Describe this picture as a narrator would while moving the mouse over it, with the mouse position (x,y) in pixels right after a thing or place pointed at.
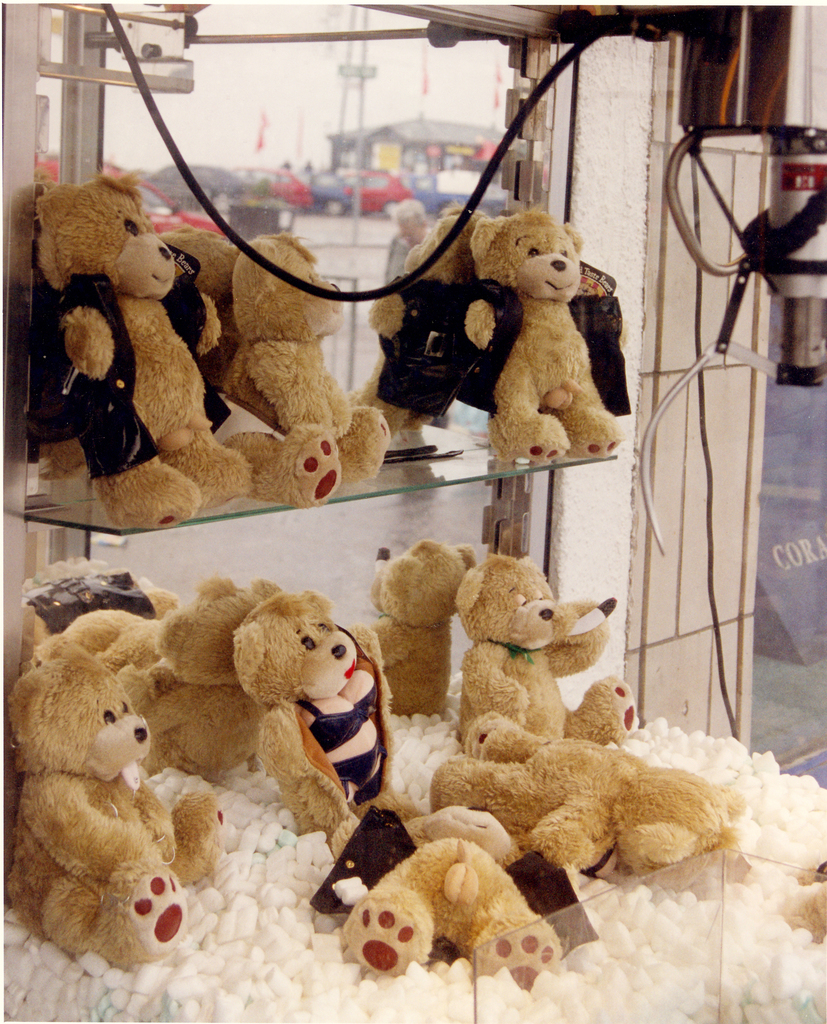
On the left side of this image (148,707) I can see few toys (237,367). On the right side (679,348) there is a pillar (679,520) and also I can see few wires (695,250). In the background (321,193) there are few cars (318,187) and a house (431,132).
